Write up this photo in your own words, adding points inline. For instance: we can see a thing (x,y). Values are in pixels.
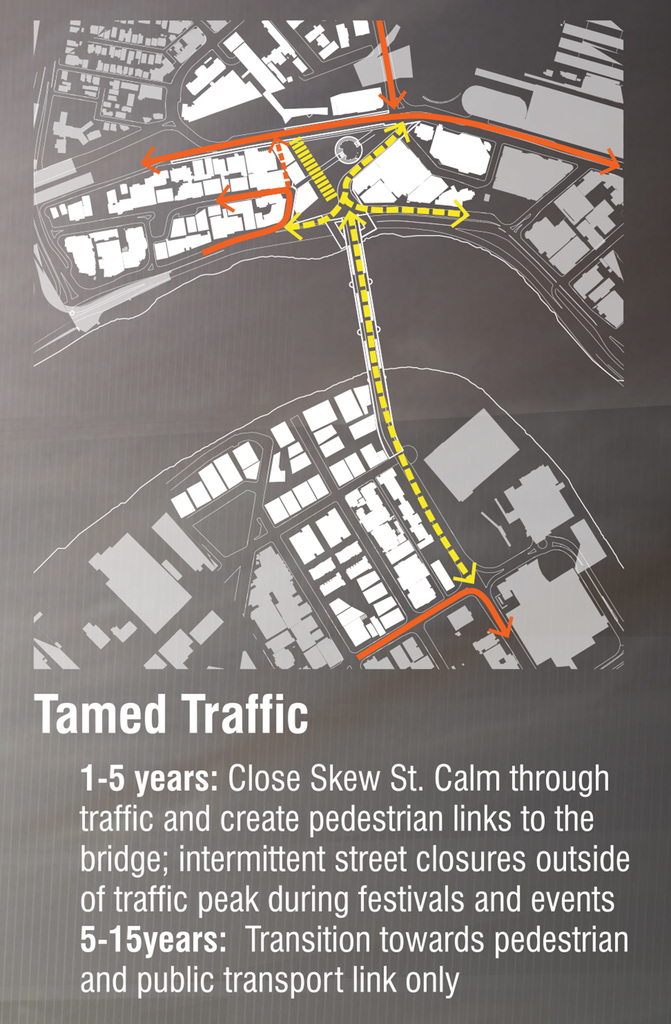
This image consists of a poster (399,695). In which we can see a map (347,345) along with the text (449,936).
